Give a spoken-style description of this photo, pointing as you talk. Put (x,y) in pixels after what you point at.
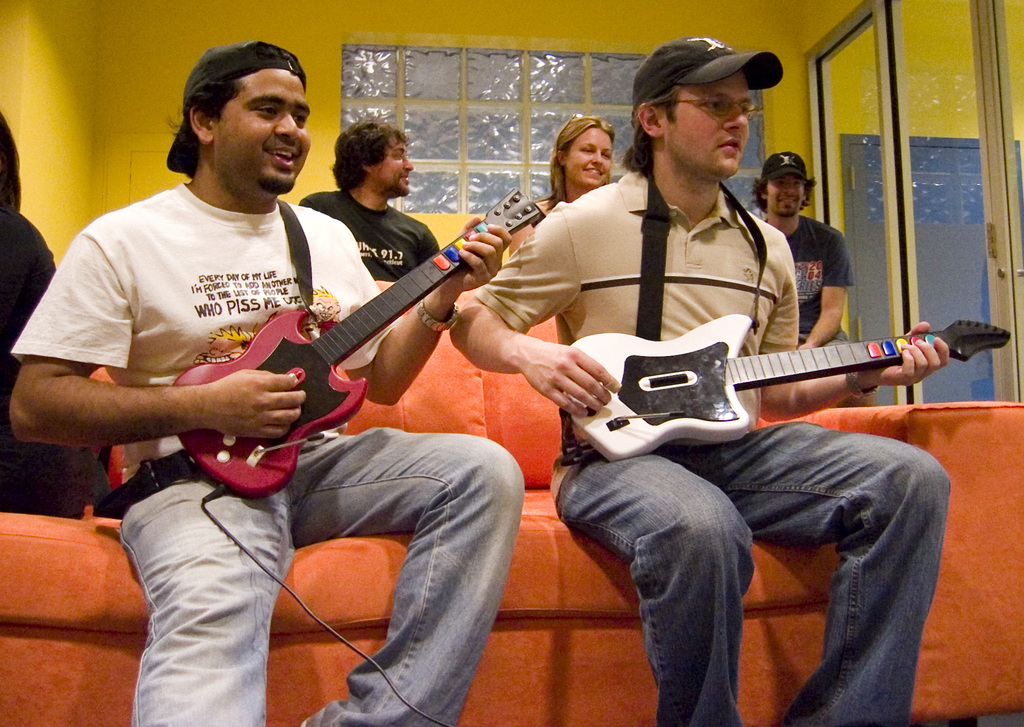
This image is taken in a room (446,103). There are six people (373,432) in this room (418,275) and a sofa (983,427). In the left side of the image (101,409) a man (101,409) sitting on a sofa (93,538) playing a electric guitar (258,474). In the right side of the image (853,476) a man (659,619) is sitting on a sofa (616,650) holding a guitar (677,364) in his hand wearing a hat (641,87). In the background (369,148) there are three persons (380,131) standing with a smiling face (378,183). There is wall (547,25) and a window (535,74).
